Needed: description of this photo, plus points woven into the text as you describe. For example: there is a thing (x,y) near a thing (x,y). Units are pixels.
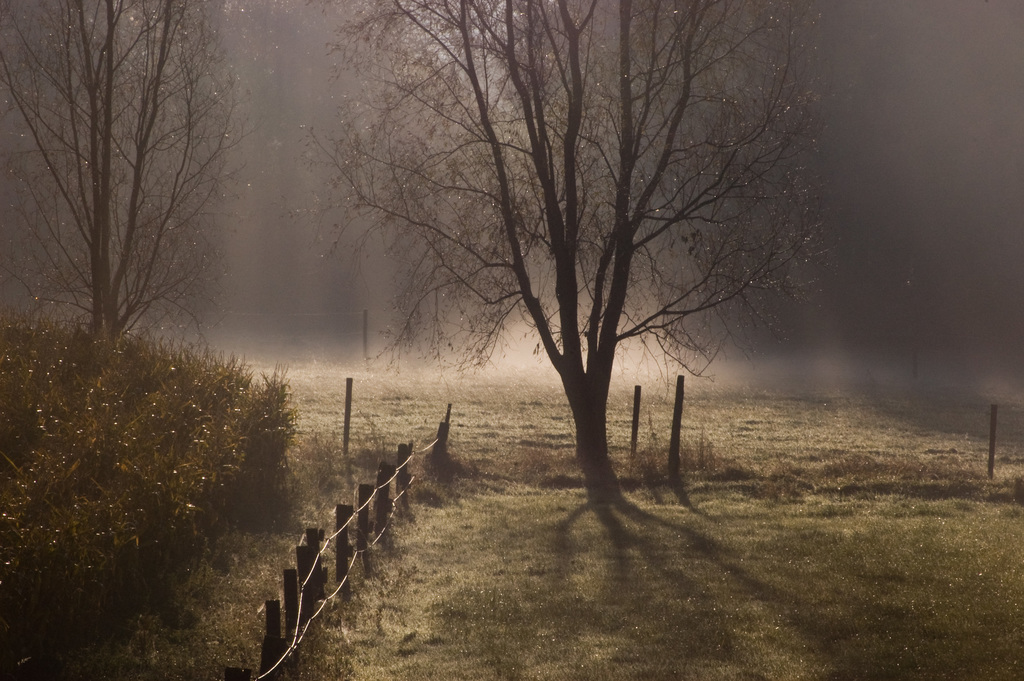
In this picture I can see the plants (215,403) and trees (645,266) and in the middle of this picture (445,447) I see the fencing (361,513) and few poles (680,419) and I see that it is a bit dark in the background (948,104).
